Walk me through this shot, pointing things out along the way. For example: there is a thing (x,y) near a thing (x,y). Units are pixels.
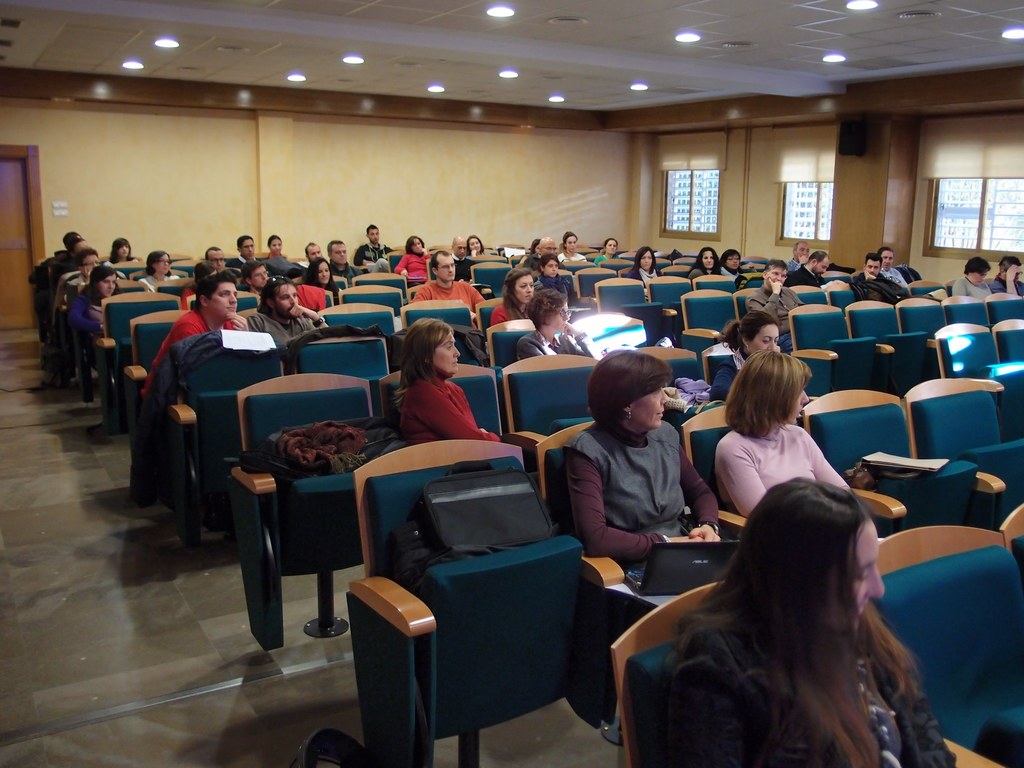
At the top (450,43) we can see ceiling (634,44) and lights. On the right side of the picture (965,208) we can see windows (956,221) and through glass (717,216) buildings (710,202) are visible. We can see people (327,272) sitting on the chairs (386,470). In the top left corner (23,212) we can see a door (21,290). At the bottom (130,557) there is a floor (153,602).
